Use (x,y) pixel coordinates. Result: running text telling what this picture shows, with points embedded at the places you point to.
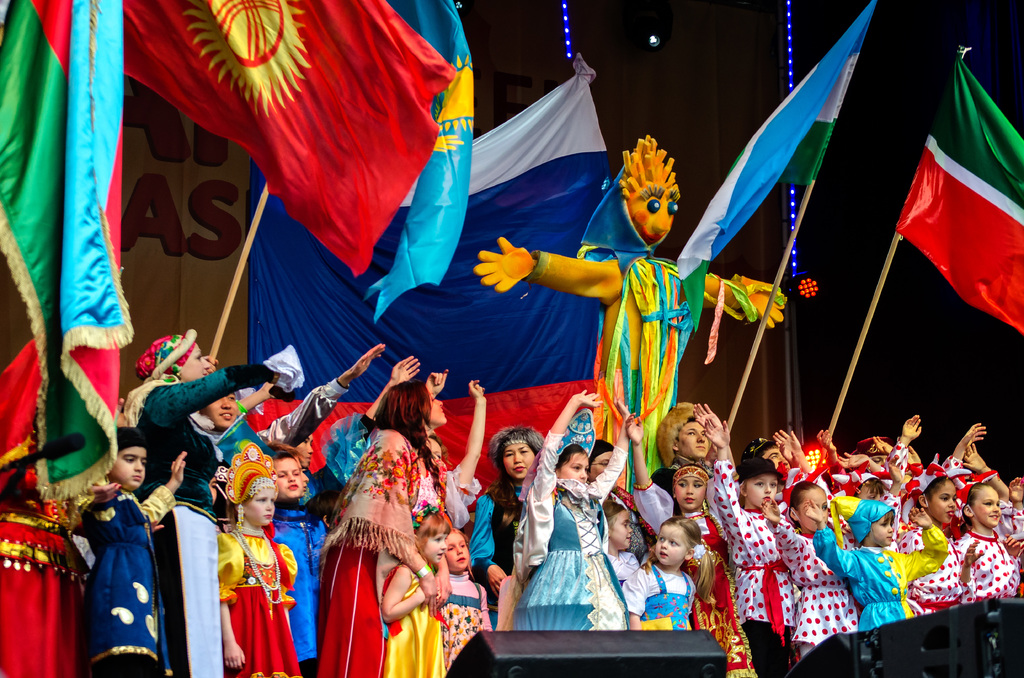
In the center of the image (673,309) we can see a clown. At the bottom of the image (534,666) we can see the speakers (517,676) and a group of people (547,467) are standing and wearing the costumes (349,626). In the background of the image (542,420) we can see the flags (413,225), poles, banners (156,300), lights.
